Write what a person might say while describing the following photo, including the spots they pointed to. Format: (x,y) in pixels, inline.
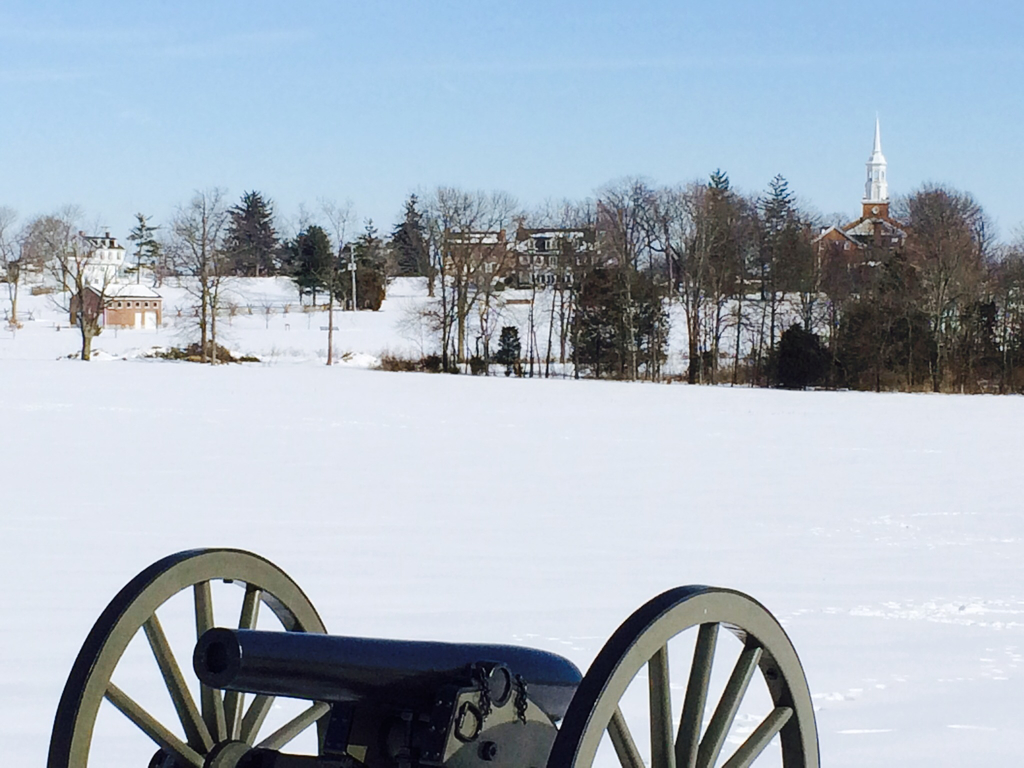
In the picture I can see a cannon wheel (180,688). In the background (361,339) I can see trees (370,292), buildings (556,264), the sky (322,211) and the snow (491,446).
